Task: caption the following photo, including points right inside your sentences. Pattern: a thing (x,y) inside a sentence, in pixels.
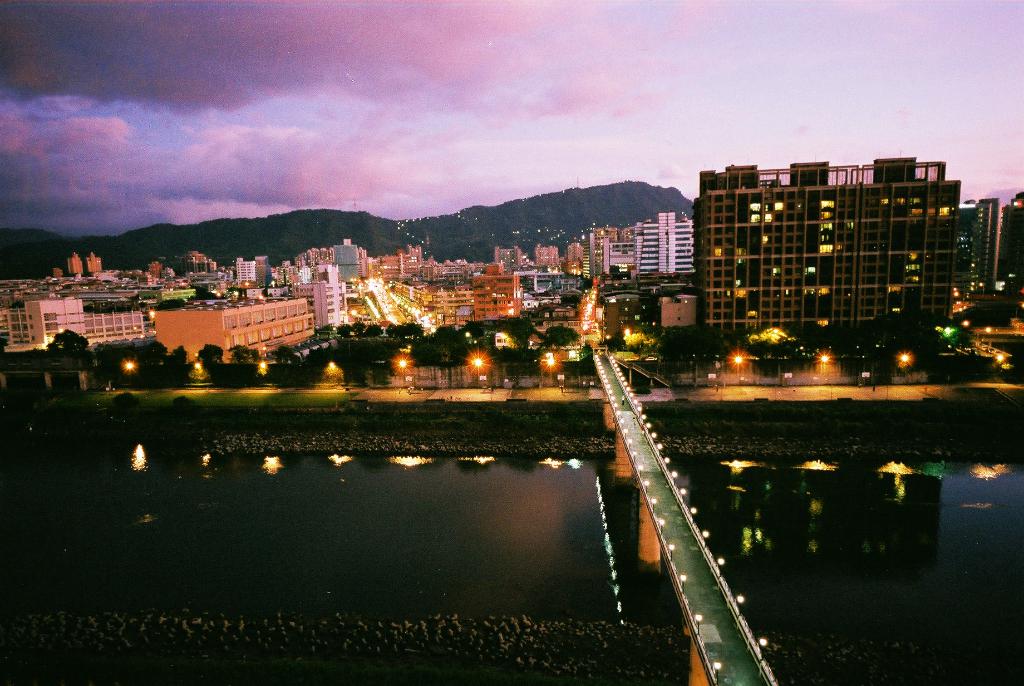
In this picture we can see a bridge (682,506) over the water (544,507), in the background (588,358) we can find few lights (426,325), trees (724,354), buildings (593,251) and hills (514,213).
